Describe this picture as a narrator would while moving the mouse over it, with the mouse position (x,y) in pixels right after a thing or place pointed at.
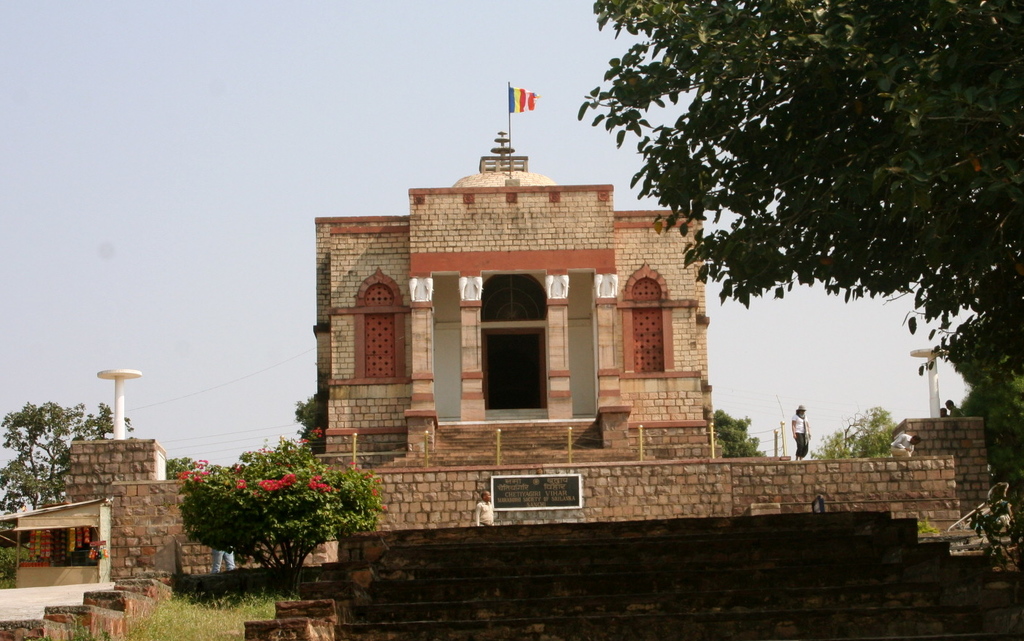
In the image in the center (385,389) we can see building (589,399), wall (636,492), pillars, flag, staircase (768,591), fence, banner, trees (22,450), grass (177,601), plants (316,503) and few people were standing. In the background (578,93) we can see sky (510,30) and clouds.
